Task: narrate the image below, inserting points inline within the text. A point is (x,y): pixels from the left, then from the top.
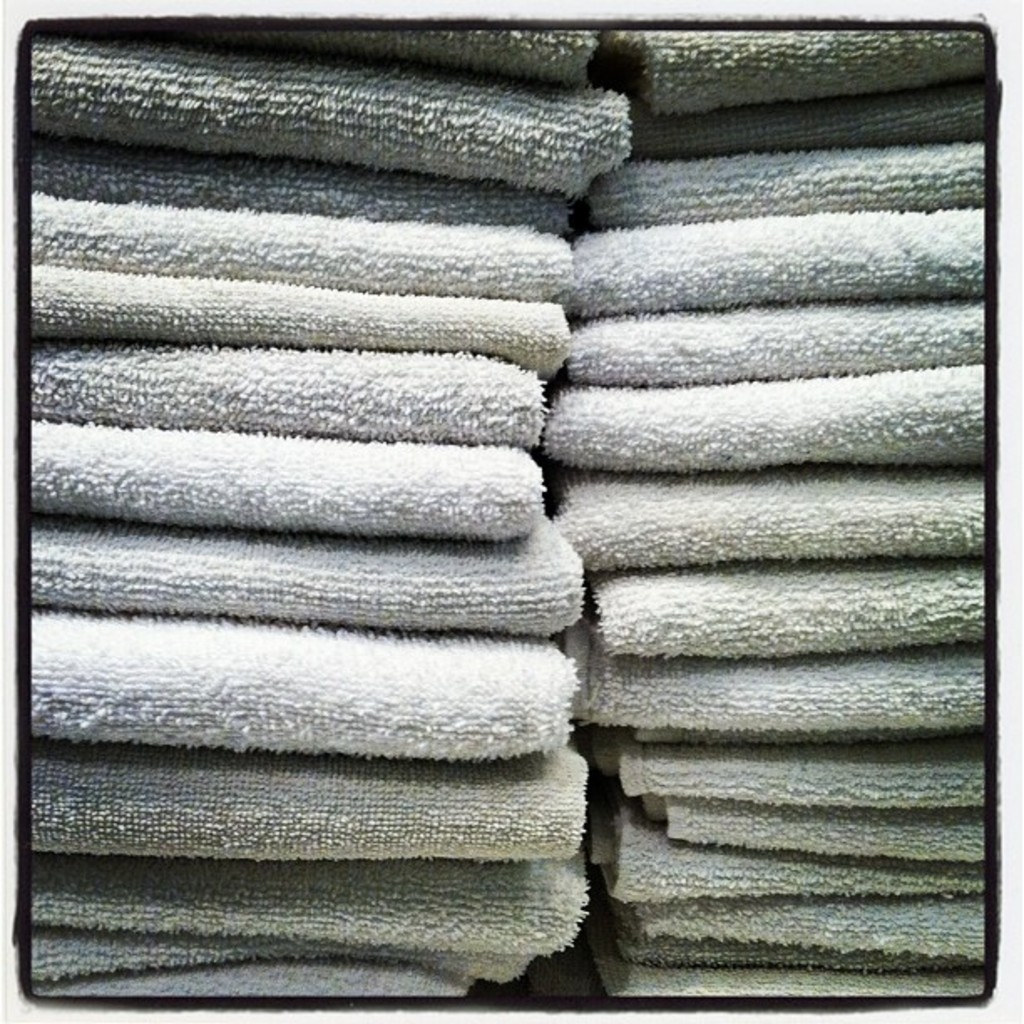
In this image we can see some towels (471,660) which are folded.
